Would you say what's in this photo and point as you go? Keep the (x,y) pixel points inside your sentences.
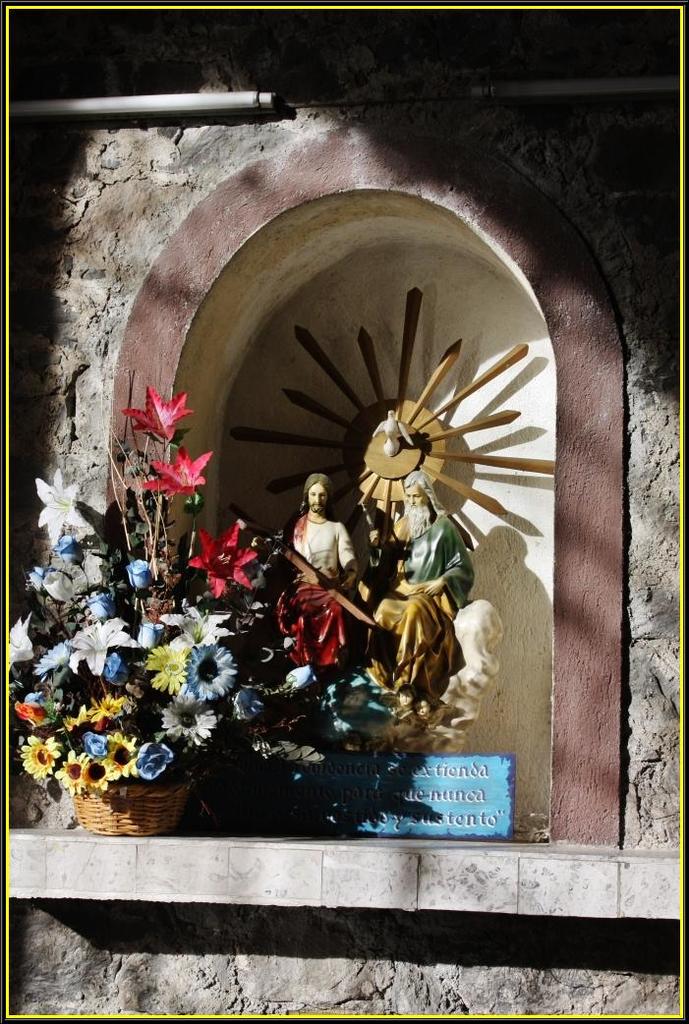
In this picture we can see statues (488,655), board (384,799), flower bouquet (290,705), basket (170,806), lights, and wall (502,284).
